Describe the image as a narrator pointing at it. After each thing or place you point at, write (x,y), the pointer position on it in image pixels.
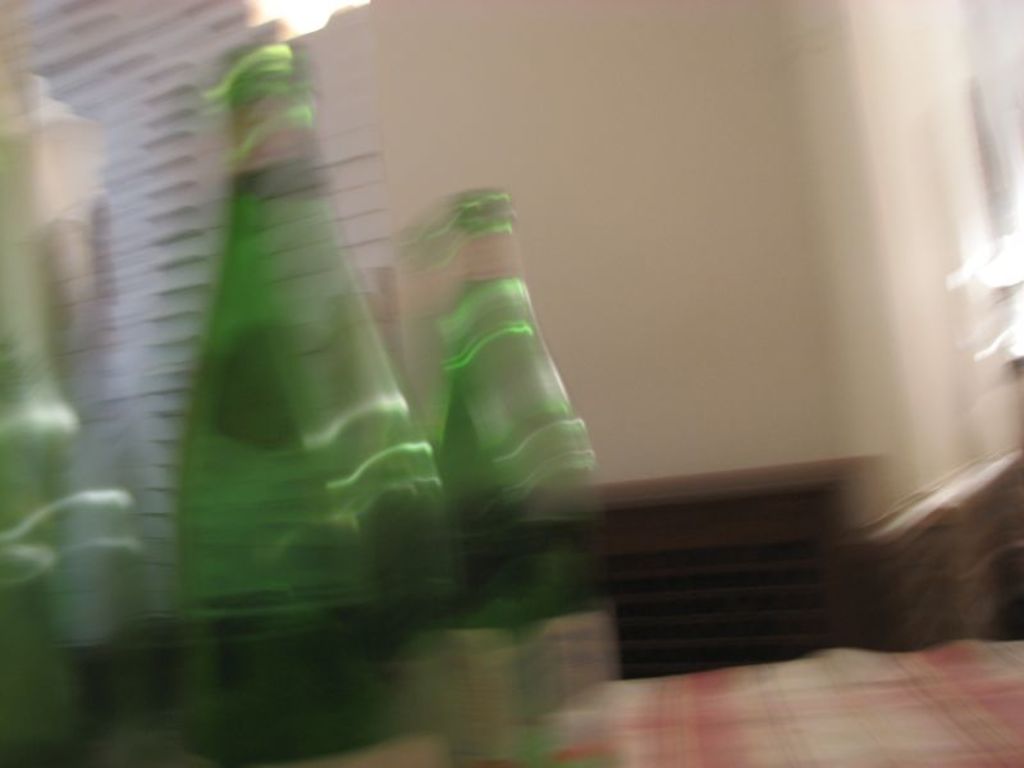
In this image i can see 2 bottles (405,440) and in the background (616,197) i can see a wall (642,205).
